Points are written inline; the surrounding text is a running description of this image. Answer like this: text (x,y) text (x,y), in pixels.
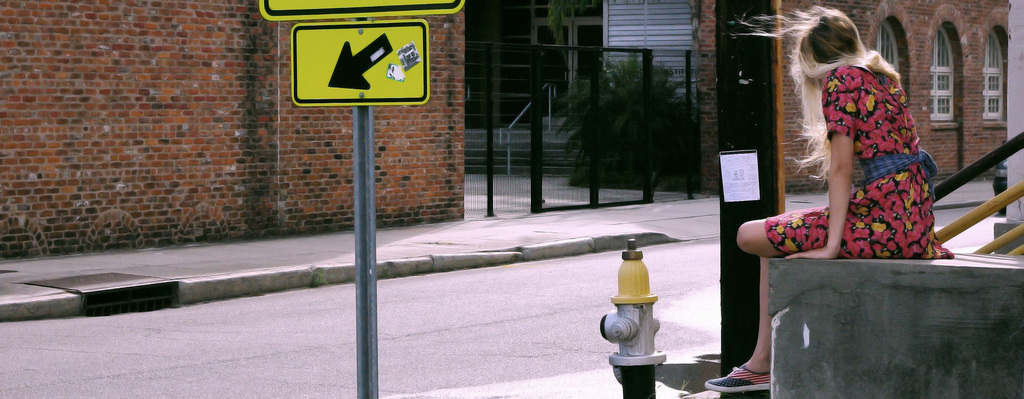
In this image on the right side (847,243) there is one woman (845,249) who is sitting beside her there are some stairs (962,228), and in the background (379,140) there are some houses (787,49), plants (619,114) and gate (530,169). In the foreground (636,366) there are some poles (370,340) boards (381,94) and one fire hydrant (633,306), at the bottom (604,290) there is a road (433,325).
